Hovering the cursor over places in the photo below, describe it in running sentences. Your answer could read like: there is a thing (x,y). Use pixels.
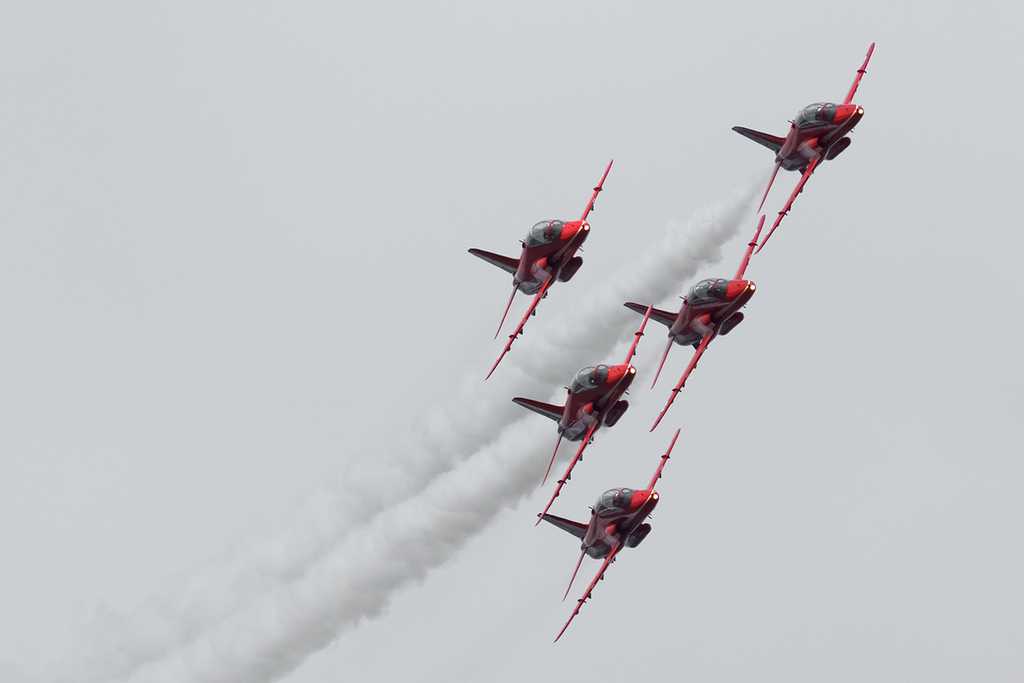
In this image we can see a group of airplanes (839,136) flying in the sky (664,479).
